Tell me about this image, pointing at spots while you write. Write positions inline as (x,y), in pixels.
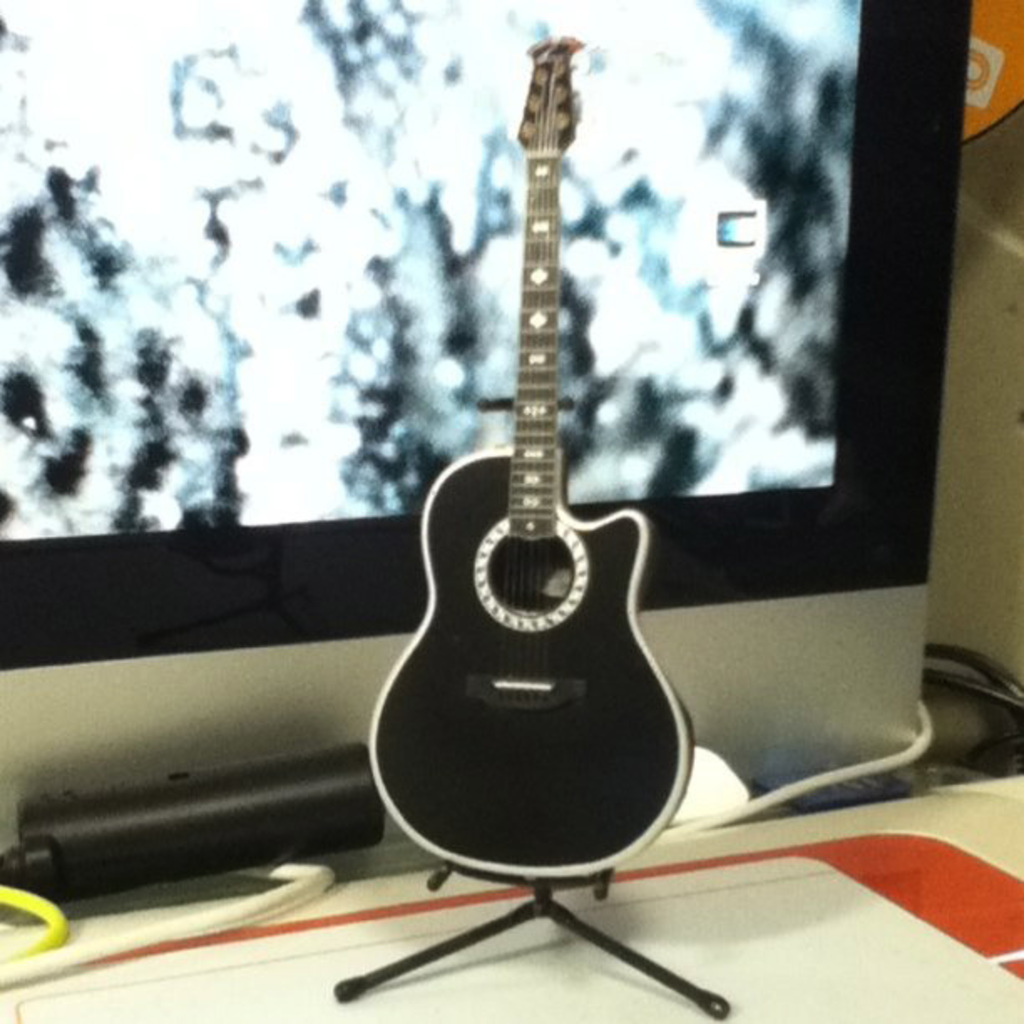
Here we can see a guitar (557,306) placed on stand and behind that we can see a digital screen (480,428).
